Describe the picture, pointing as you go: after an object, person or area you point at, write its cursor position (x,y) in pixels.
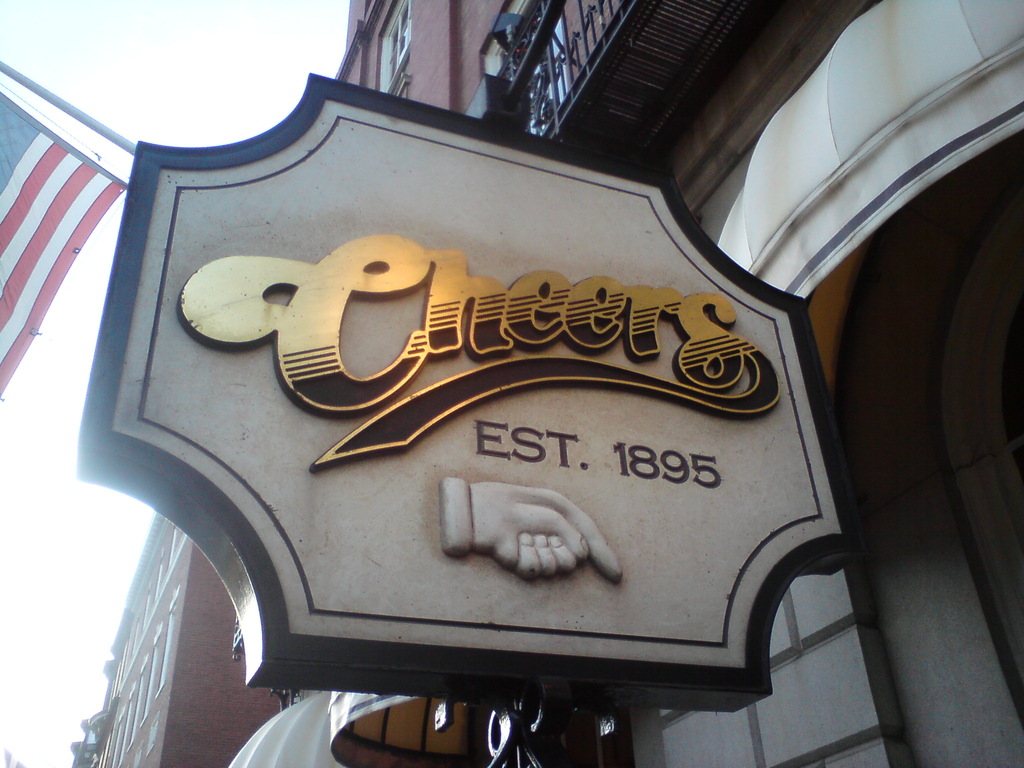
In this picture we can see a name board (262,378). Behind the name board (266,378), there are buildings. On the left side of the image (93,233), there is a flag (17,218) and the sky (63,283).
